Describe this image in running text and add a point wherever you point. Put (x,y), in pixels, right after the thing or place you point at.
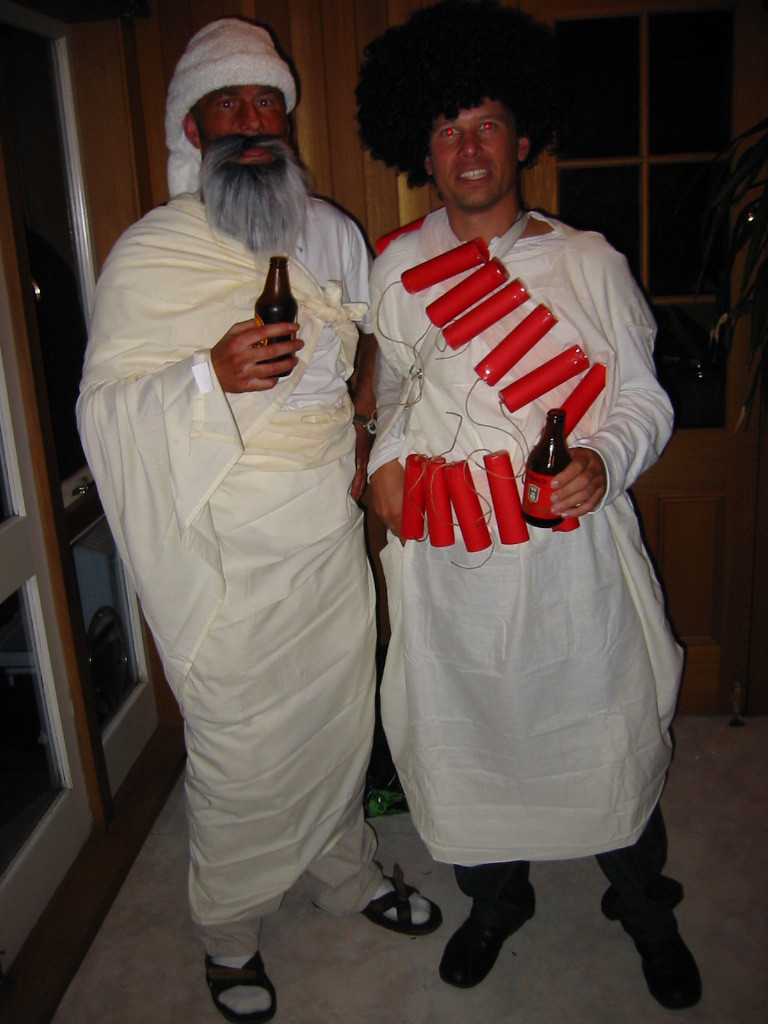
In this image we can see there are two people (456,634) standing together holding bottles (269,309) in hand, in which one of them is wearing something on body (610,566).
